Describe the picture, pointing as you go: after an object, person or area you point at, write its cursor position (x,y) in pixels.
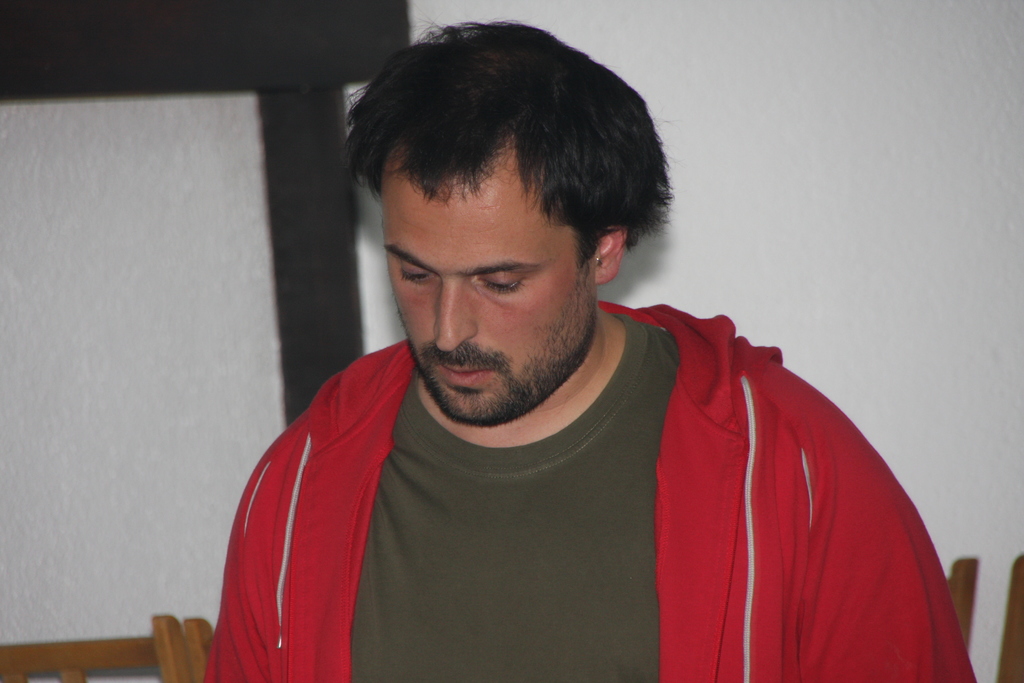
In this image I can see the person (508,530) and the person (551,484) is wearing brown and red color dress (588,476). In the background (519,17) I can see few wooden objects (166,641) and the wall (818,153) is in white color.
